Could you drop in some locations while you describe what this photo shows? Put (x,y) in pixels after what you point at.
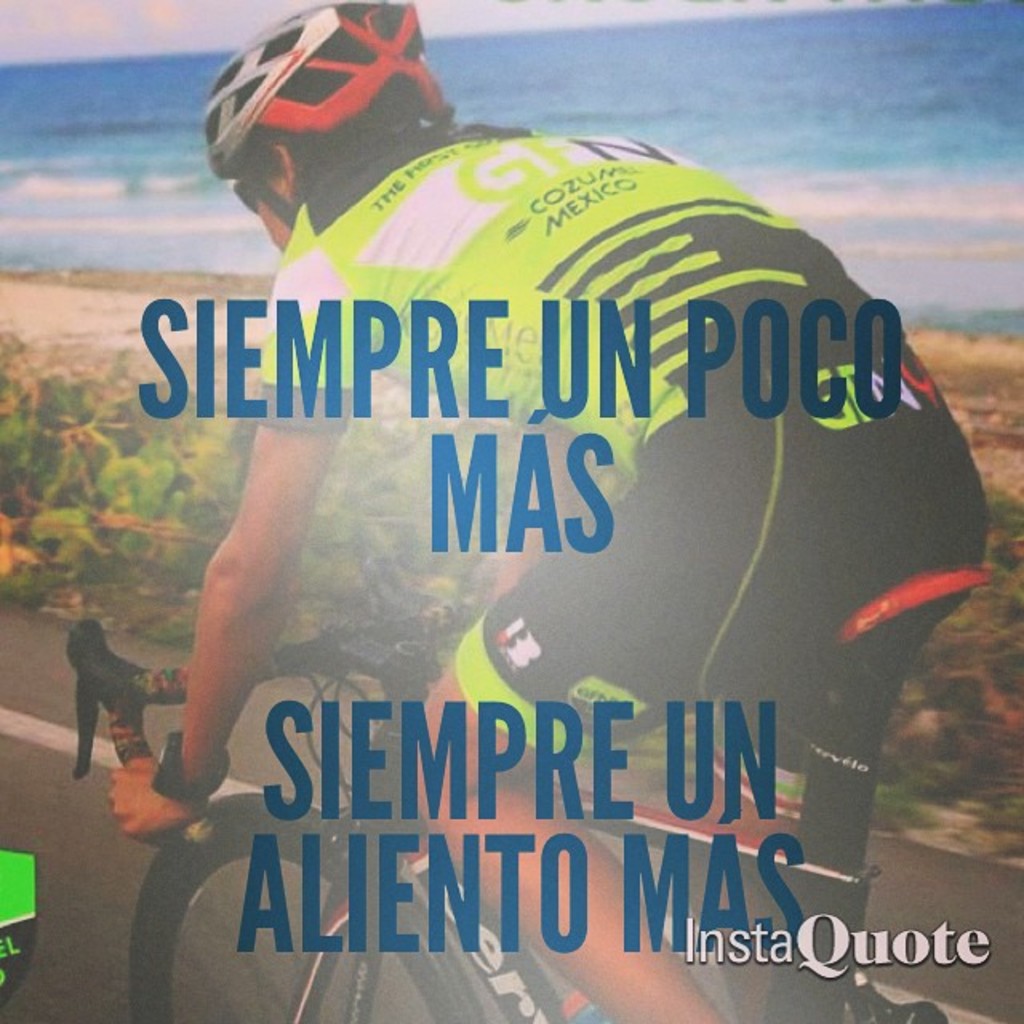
This is an edited picture. In this image there is a person (342,170) riding bicycle (387,814) on the road (60,705). At the back (45,386) there are plants (997,520) and there is water (725,116). At the top (174,38) there is sky (162,34) and there are clouds (64,18). At the bottom (85,833) there is a road (96,846) and there is ground (55,344). At the bottom right (944,940) there is text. In the middle of the image (581,482) there is text (359,805).
